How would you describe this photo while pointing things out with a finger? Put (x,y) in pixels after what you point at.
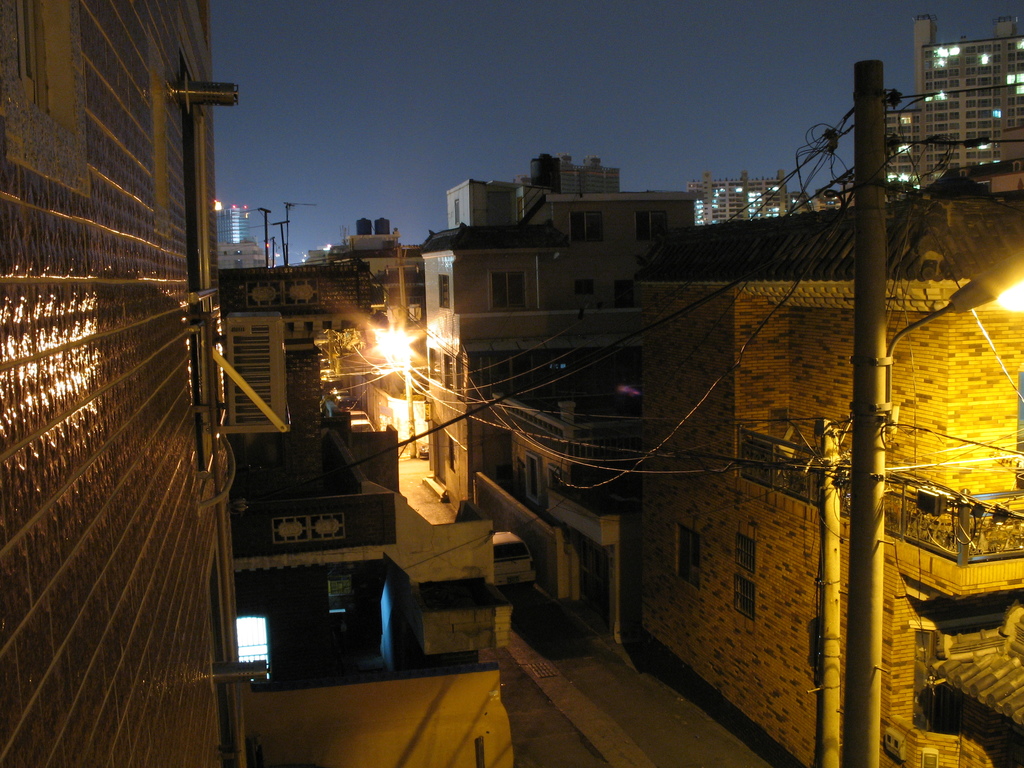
In this image there is the sky (557,63) towards the top of the image (521,23), there are buildings (698,187), there is road (422,502) towards the bottom of the image (599,708), there are poles (854,439) towards the bottom of the image (870,555), there are wires (812,163), there are street lights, there is a wall (4,259) towards the left of the image (96,417), there is a wall (370,743) towards the bottom of the image (391,735).
